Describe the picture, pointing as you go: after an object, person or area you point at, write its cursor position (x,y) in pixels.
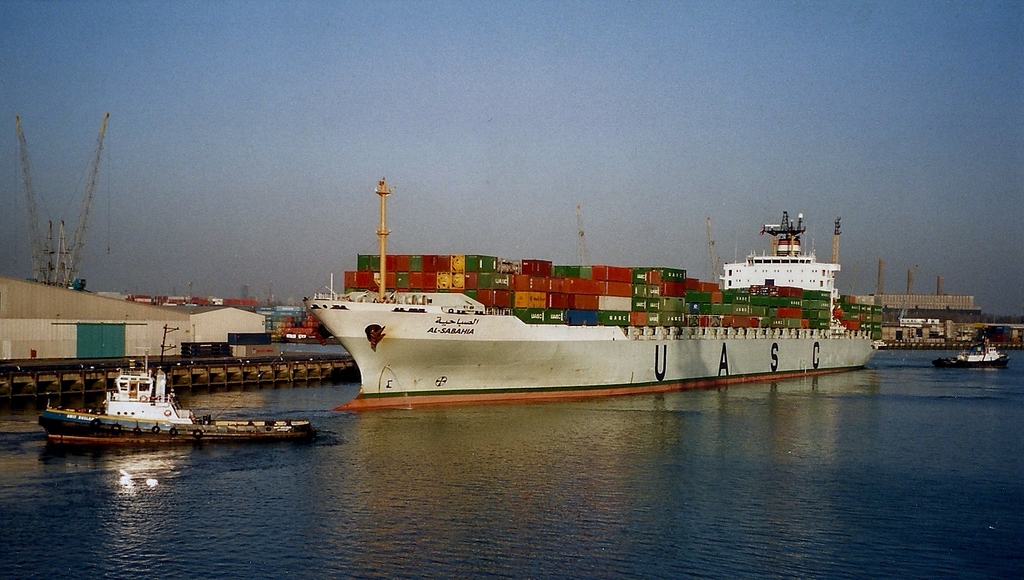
In this image I can see the boats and ships (565,371) on the water (542,491). I can see many containers (563,304) in one of the ship (551,376). In the background (111,218) I can see the buildings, cranes (93,181) and the blue sky (289,131).
